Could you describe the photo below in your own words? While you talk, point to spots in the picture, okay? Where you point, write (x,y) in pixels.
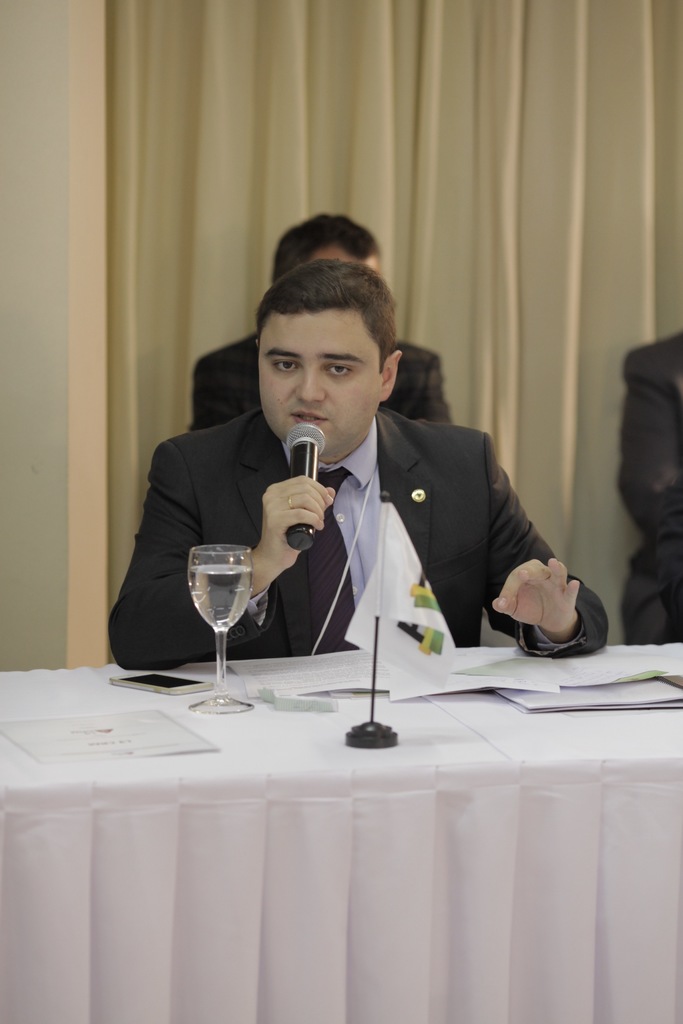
A man (281,513) is speaking with a mic (302,473) in his hand (285,503) sitting at a table (178,721).
